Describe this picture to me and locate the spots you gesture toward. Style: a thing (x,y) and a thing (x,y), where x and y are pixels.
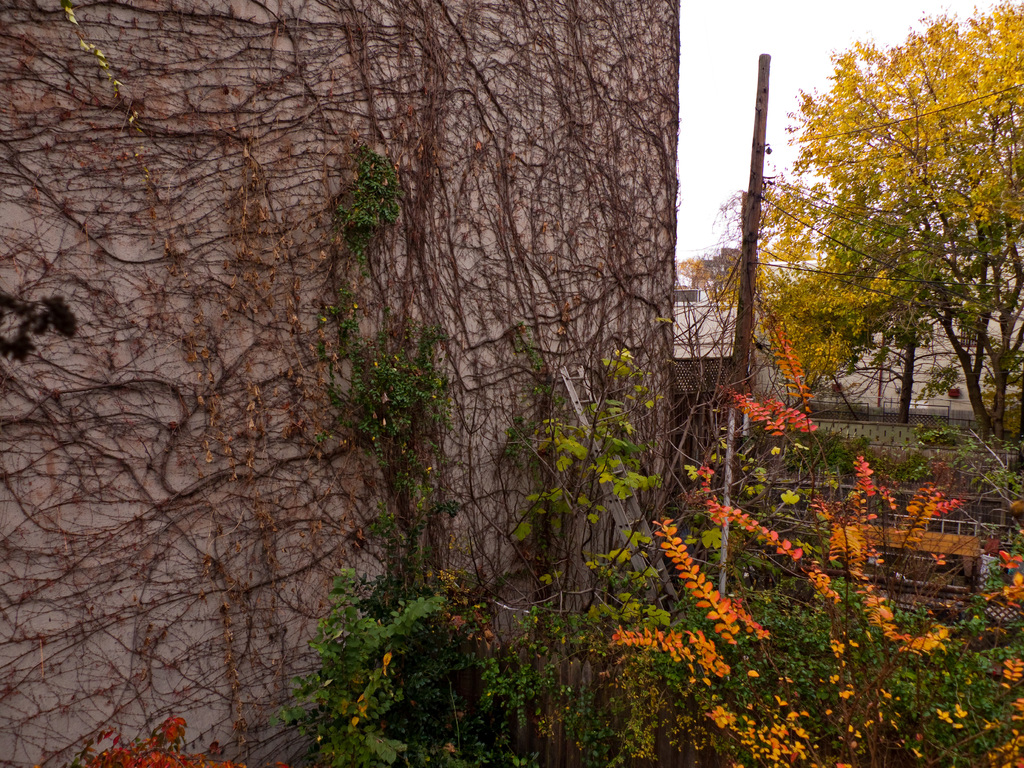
In the picture we can see a wall (28,522) on it we can see some plant saplings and near to the fence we can see some plants (795,691), and in the background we can see a pole (757,115), trees (820,160).
